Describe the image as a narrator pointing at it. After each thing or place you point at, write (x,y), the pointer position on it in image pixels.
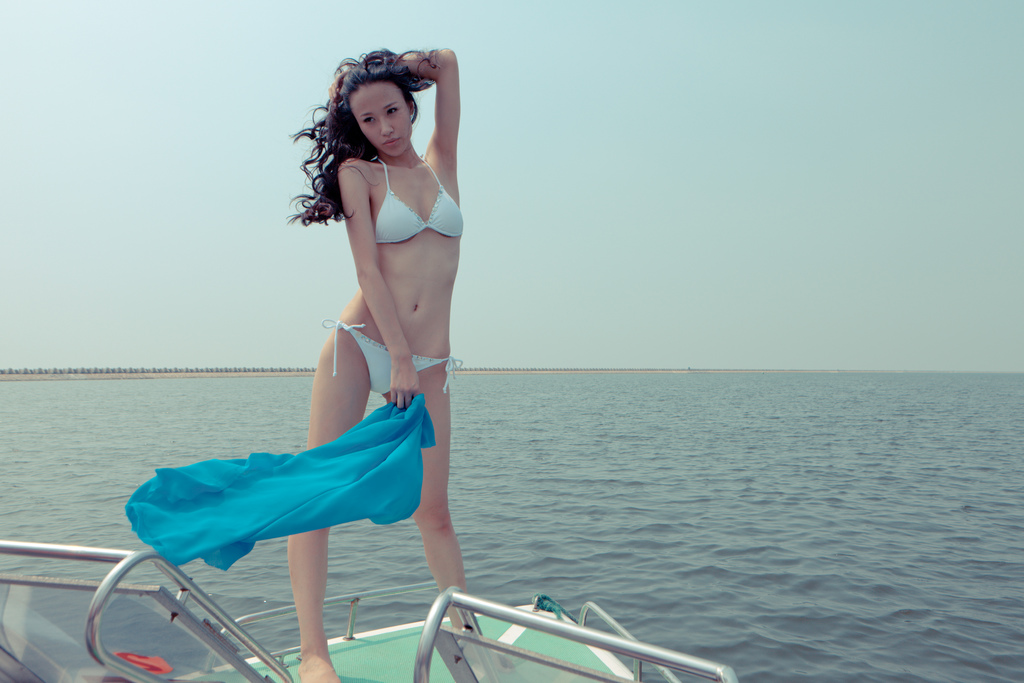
In this picture there is a woman (312,570) standing on the boat (341,661) and holding the cloth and the boat (502,679) is on water (792,591). At the back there are trees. At the top (779,180) there is sky (757,214). At the bottom (892,500) there is water (892,500).
